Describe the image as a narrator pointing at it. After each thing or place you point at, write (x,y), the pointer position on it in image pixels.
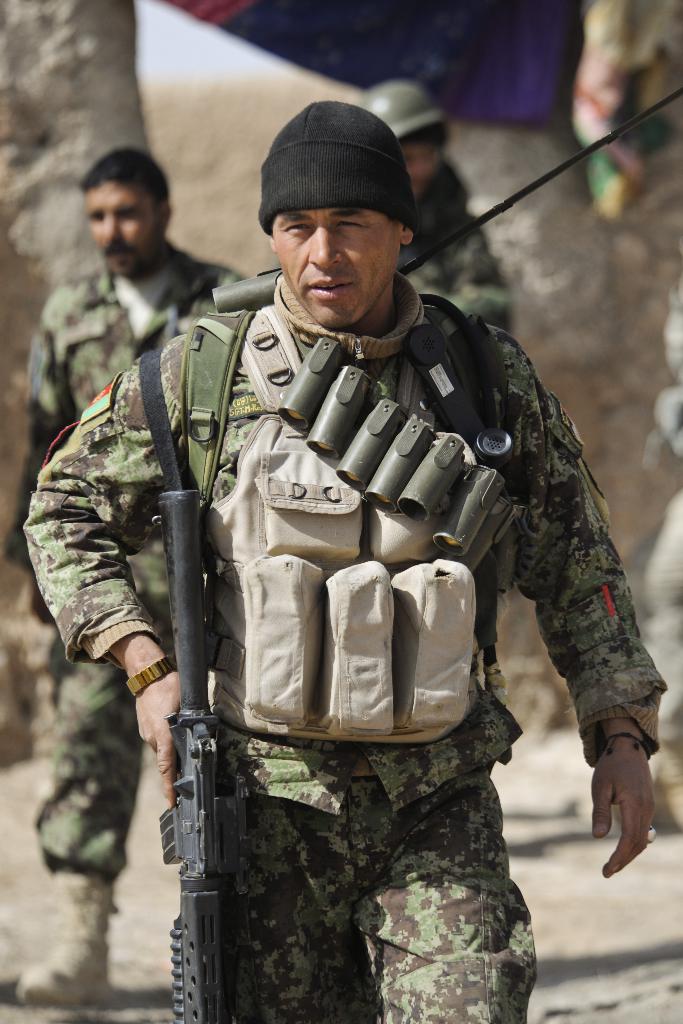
In this image, we can see a person (386,438) is holding a weapon (207,832) and wearing a backpack (230,372) and cap (306,208). Background (653,91) there is a blur view. Here we can see two people (198,308), some objects (474,70) and wall (277,115).
